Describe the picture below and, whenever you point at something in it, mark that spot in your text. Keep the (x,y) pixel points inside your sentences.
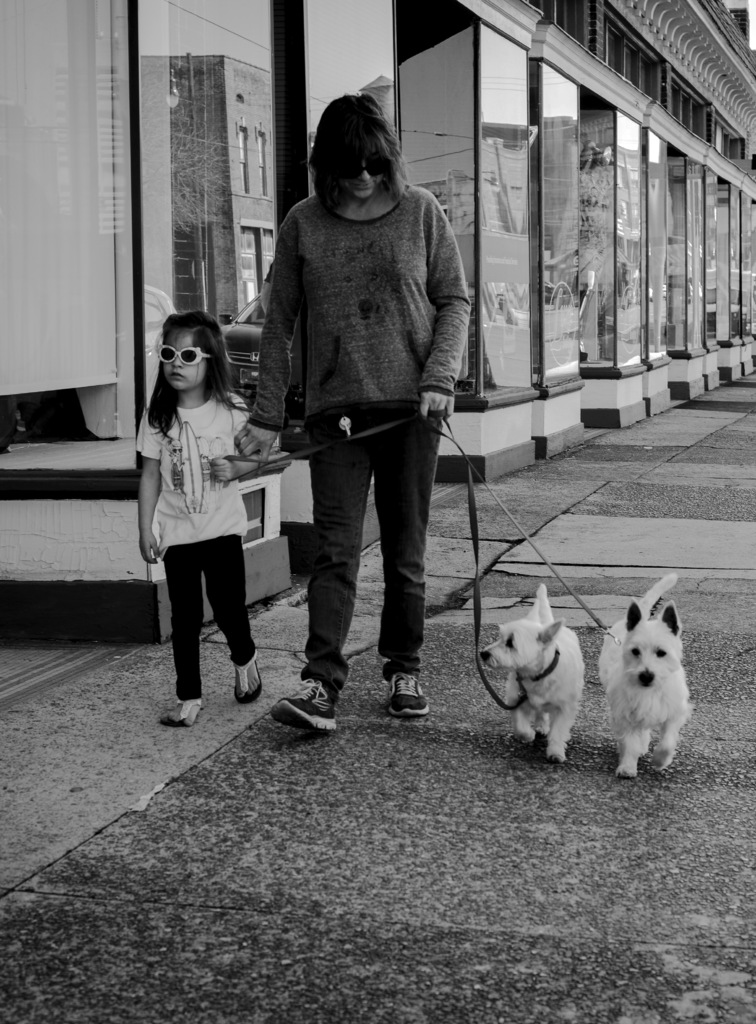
A woman (288,272) is walking on a footpath (372,702) with a girl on her right side and two puppies (643,722) on her left side.
